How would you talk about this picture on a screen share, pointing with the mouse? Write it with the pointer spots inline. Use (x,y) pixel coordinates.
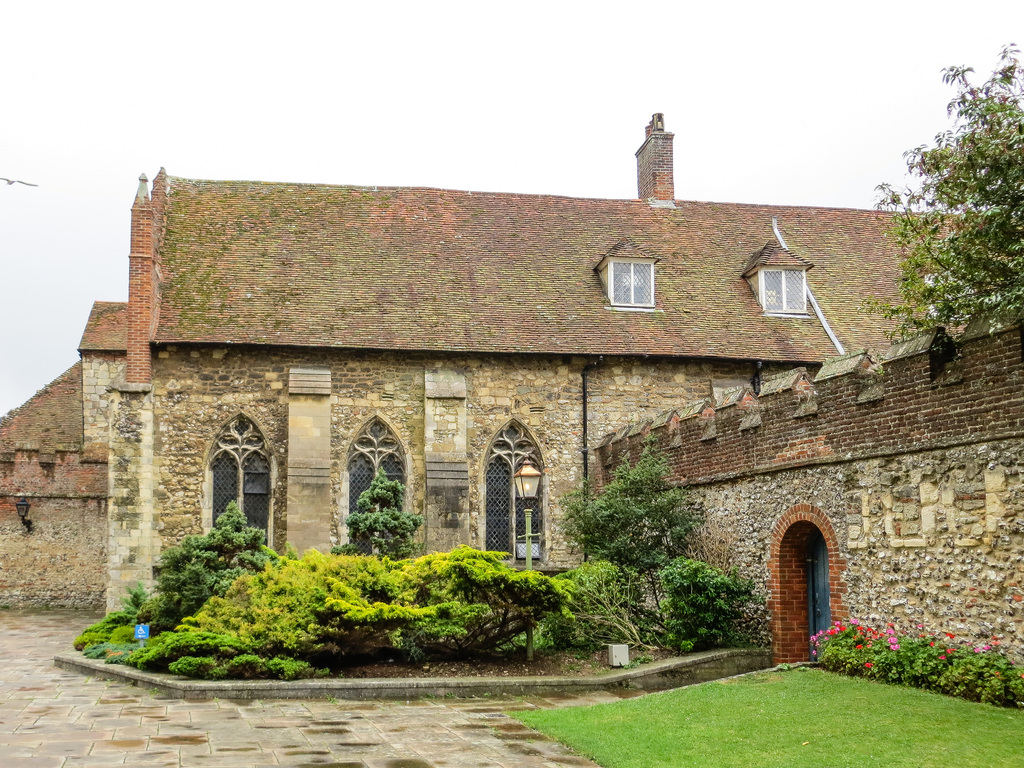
In this picture we can see a building (519,553) with windows (499,507), door (812,569), trees (1012,182), grass (773,686), flowers (936,678) and in the background (4,235) we can see a bird (4,179) flying in the sky (256,91).
